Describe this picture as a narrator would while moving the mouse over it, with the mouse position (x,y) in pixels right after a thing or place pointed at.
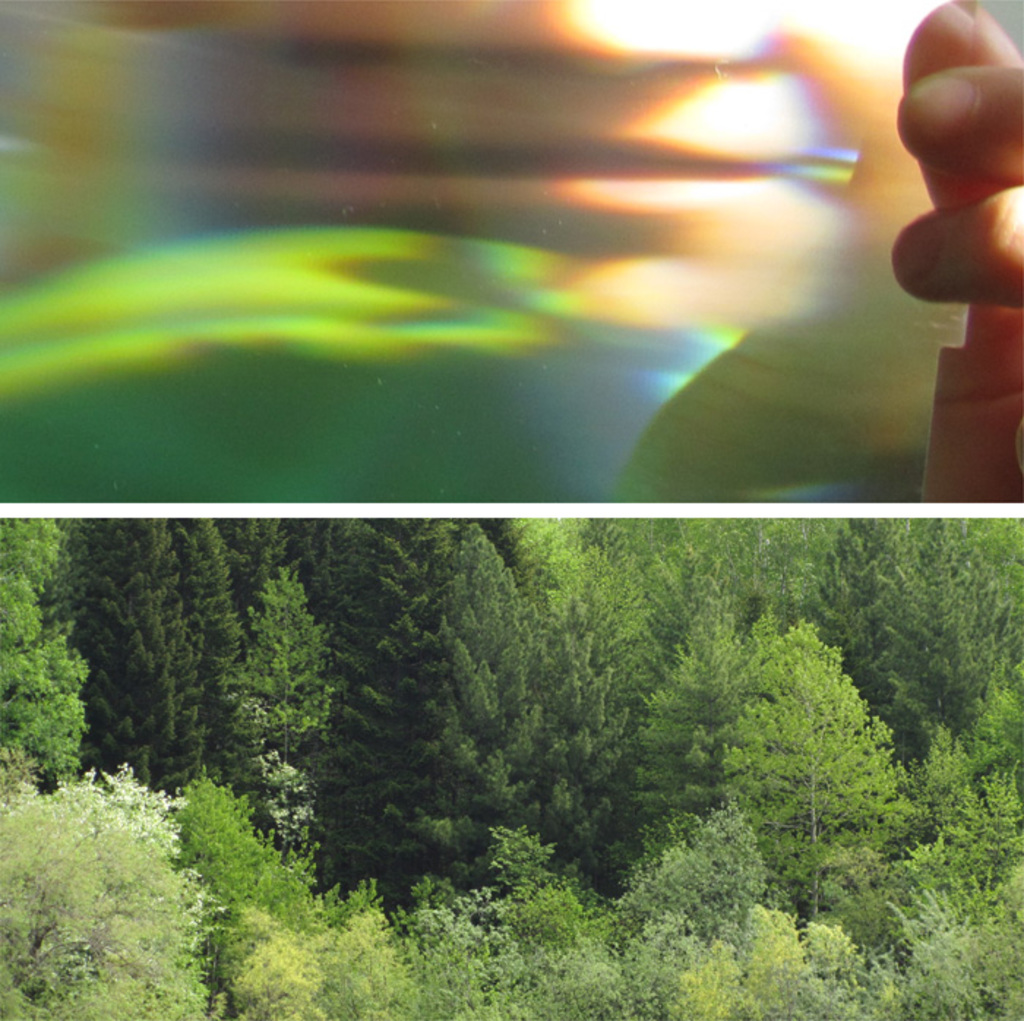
This image is a collage. In the first image we can see a person's hand (983,287) holding an object (778,235). In the second image there are trees (259,833).
